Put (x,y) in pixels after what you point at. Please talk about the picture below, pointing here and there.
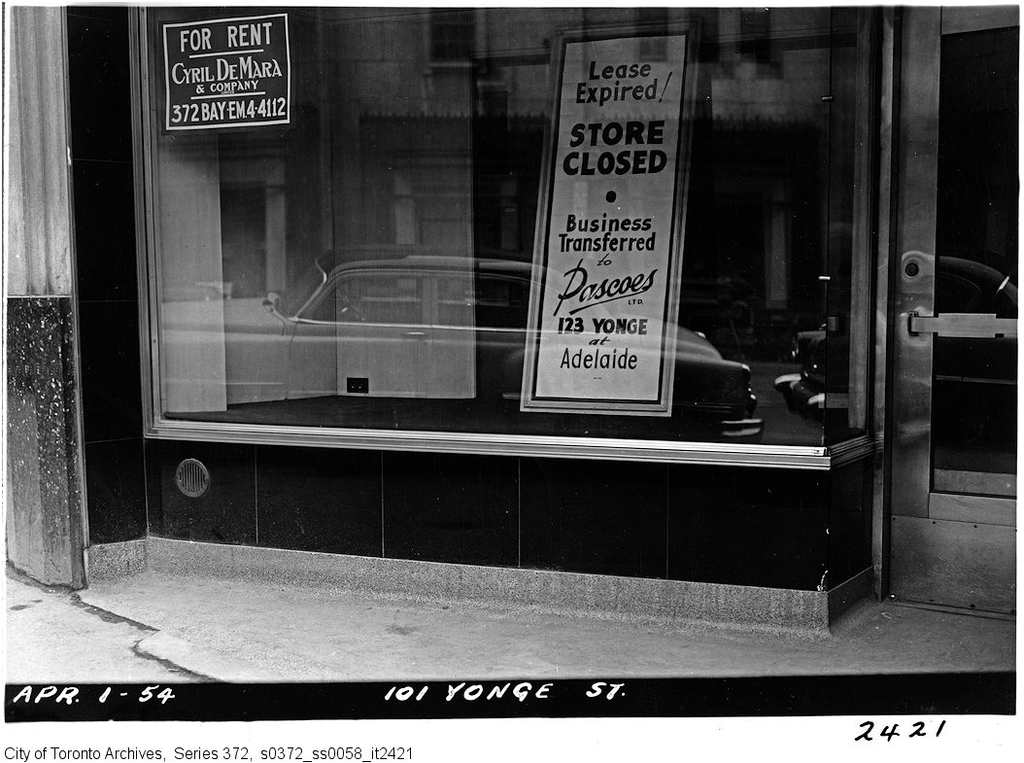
This image consists of a shop (736,315) or a restaurant (764,242). In the front (664,231), we can see the boards (623,251). On the right (923,336), there is a door (992,115). At the bottom (369,645), there is a road (27,614).
